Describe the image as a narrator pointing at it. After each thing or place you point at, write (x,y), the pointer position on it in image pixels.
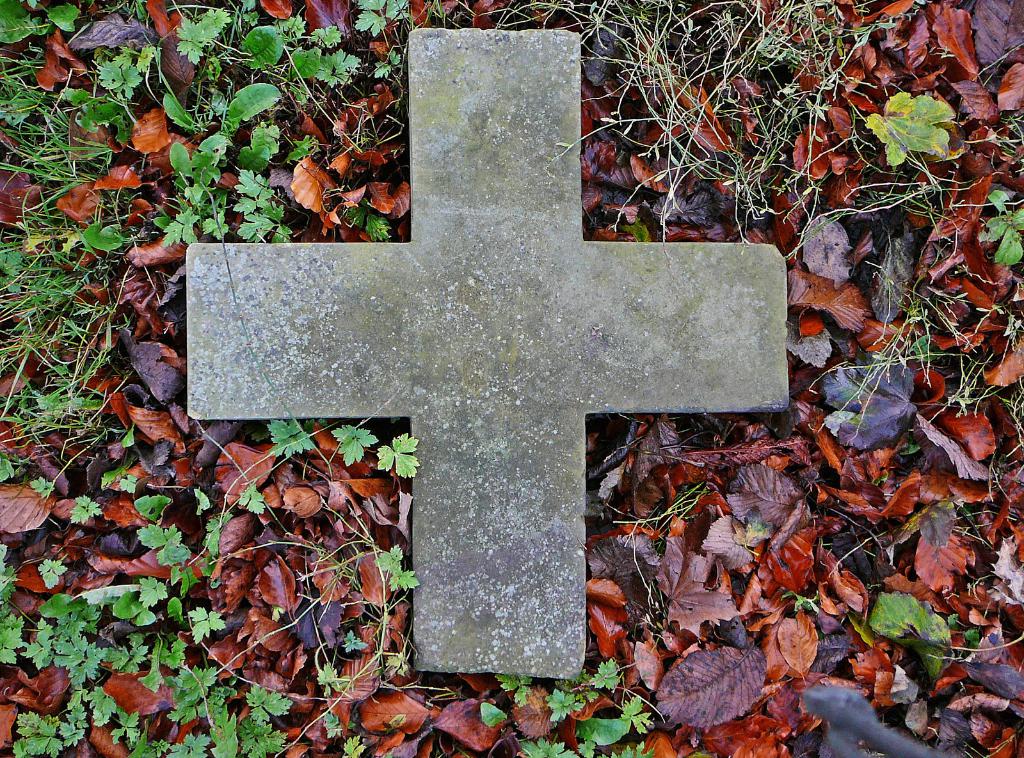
In the center of the image (423,270) there is a stone (516,153) in a shape of a cross. At the bottom (146,666) there are leaves (177,229) and grass (77,348).
